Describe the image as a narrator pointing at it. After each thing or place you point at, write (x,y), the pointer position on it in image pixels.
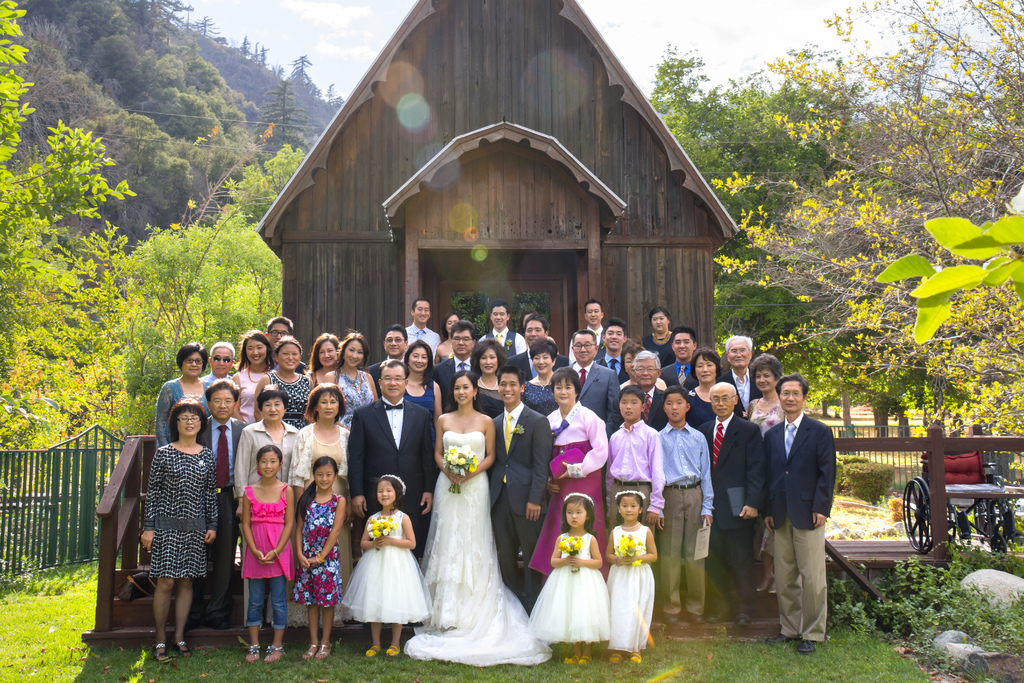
This picture is clicked outside. In the center (388,375) we can see the group of persons (677,466) standing on the ground (761,663) and we can see the girls (598,547) and a woman (462,437) wearing white color dresses (481,553), holding bouquets (572,545) and standing on the ground (728,646) and there are some objects (947,488) placed on the ground (607,670) and we can see the stairs (101,639), metal fence (86,458), green grass (844,631), plants (928,575), house (506,220) and some other objects (991,505). In the background (713,32) we can see the sky (729,31) and trees (828,303).
